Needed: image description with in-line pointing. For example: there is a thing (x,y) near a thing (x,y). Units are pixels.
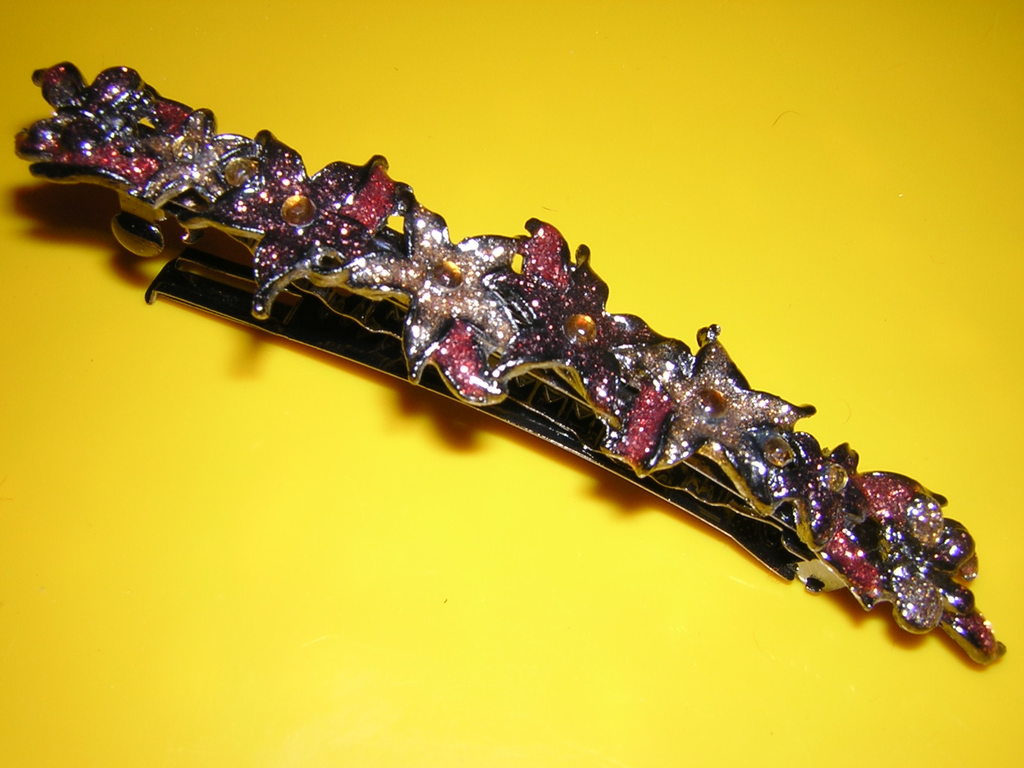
In the picture we can see a hair clip (807,535), with some designs (604,334) on it and it is placed on the yellow colored surface (508,221).
